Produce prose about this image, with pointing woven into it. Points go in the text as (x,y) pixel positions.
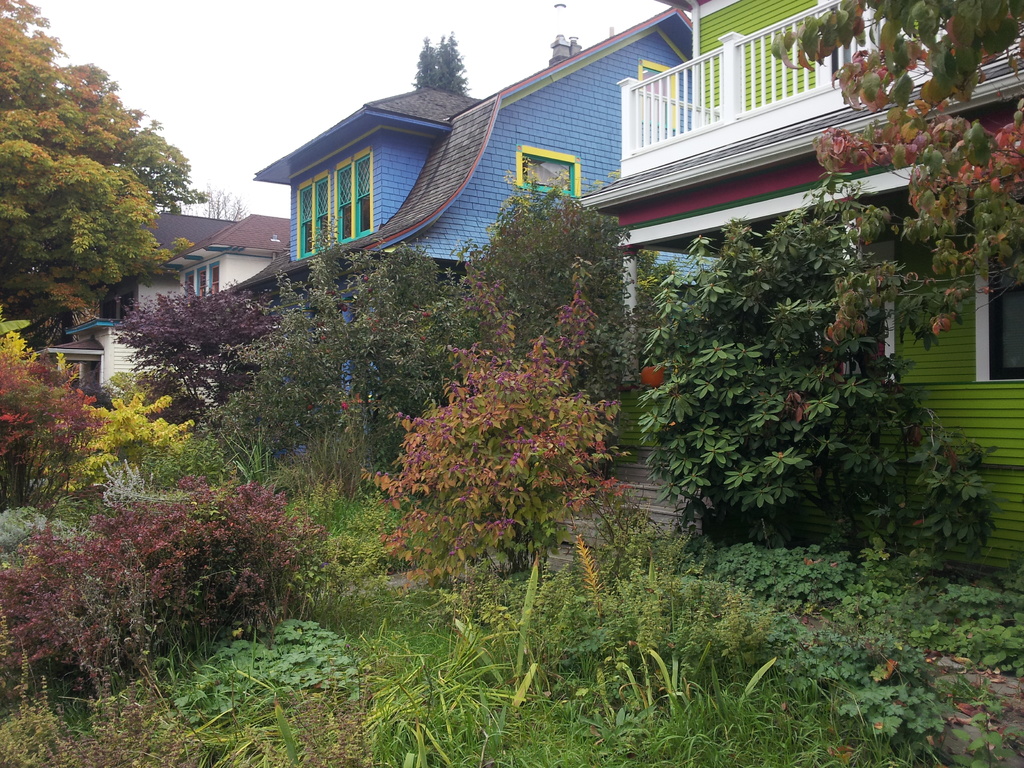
There are trees (368,431) and houses (363,108), this is sky (309,78).
